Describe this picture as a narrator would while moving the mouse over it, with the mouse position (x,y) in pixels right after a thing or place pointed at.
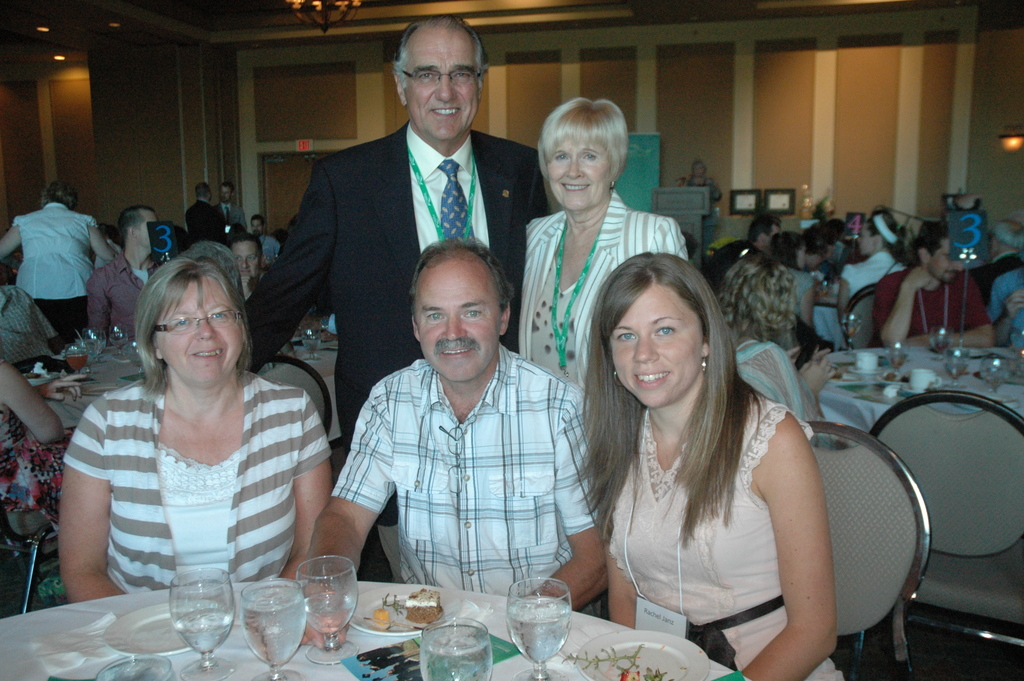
In this picture there are group of people (503,322). In the foreground (367,495) there are three persons (490,442) sitting and smiling and there are two persons (555,189) standing and smiling. At the back (140,284) there are group of people (860,288). There are glasses (328,597), plates (374,597), tissues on the table (331,597) and the table (114,603) is covered with white color cloth (235,651). At the back (885,76) there is a door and there is a wall (919,158). At the top (296,13) there are lights (334,11).
